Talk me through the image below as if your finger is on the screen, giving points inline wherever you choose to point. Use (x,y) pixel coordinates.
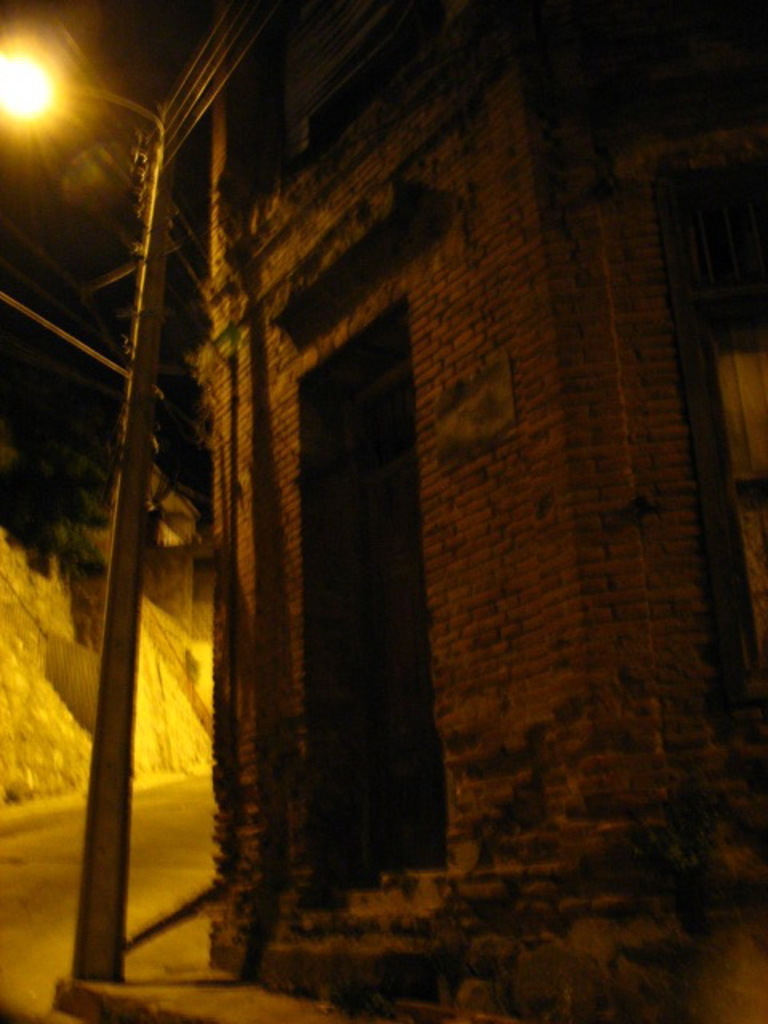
There is a brick wall (568,611) on the right side of this image (530,612), and there is a street light (131,555) and a tree (37,450) and wall (41,704) on the left side of this image (61,653). There is a road (65,872) at the bottom left side of this image (61,899).
